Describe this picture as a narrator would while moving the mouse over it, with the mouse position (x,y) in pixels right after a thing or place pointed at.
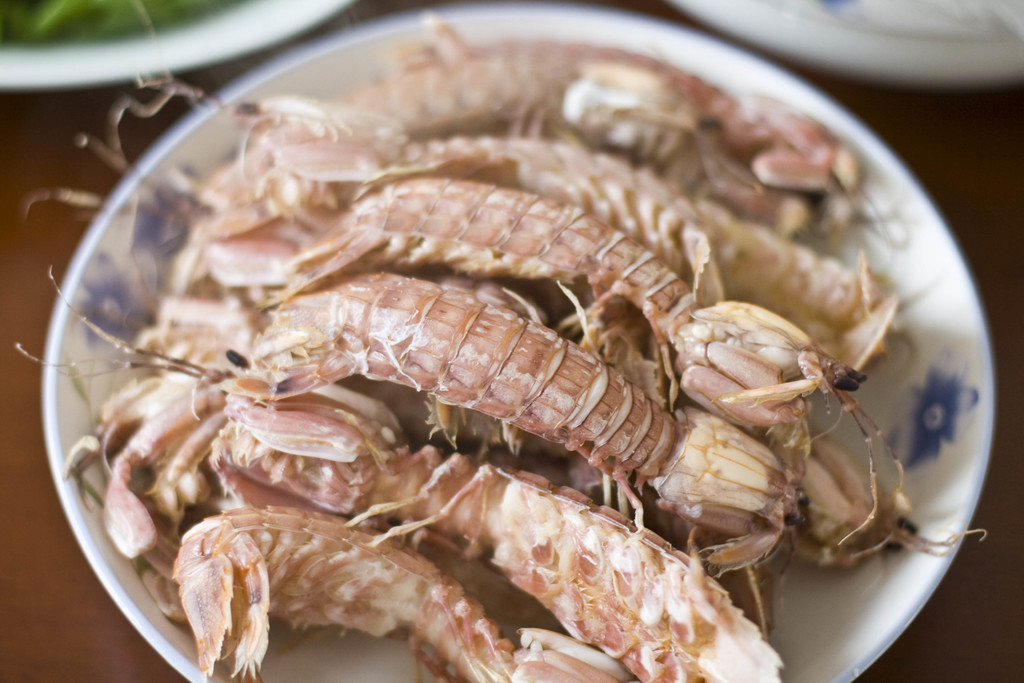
This image consists of food (415,363) which is on the plate (795,564) in the center (444,409).
